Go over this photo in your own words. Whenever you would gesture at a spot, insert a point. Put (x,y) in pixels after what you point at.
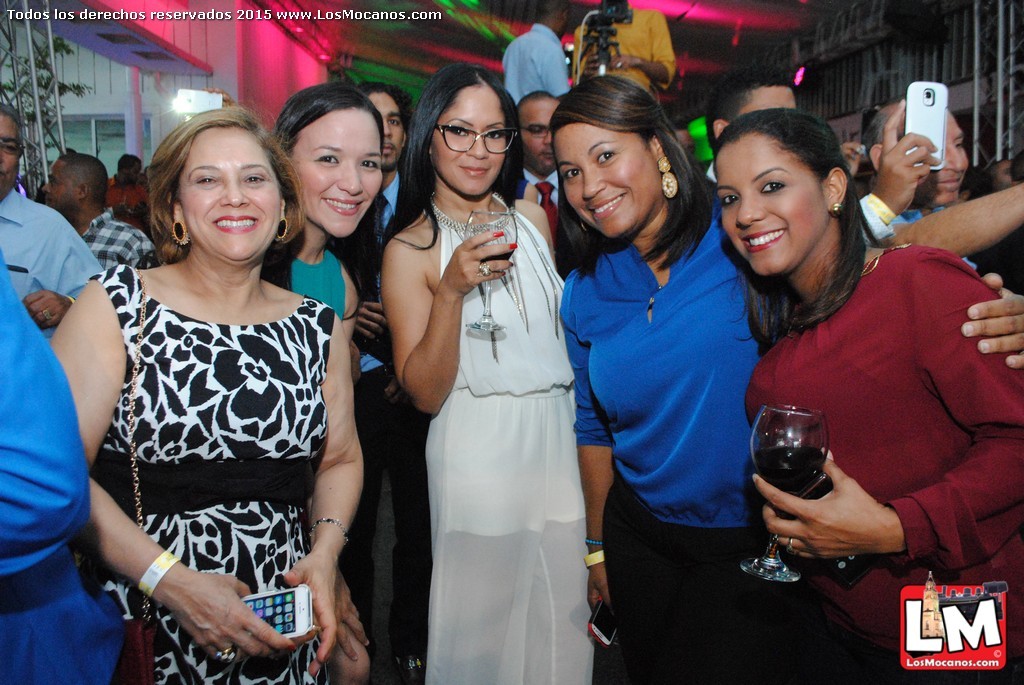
This Image is clicked in a function. There are so many people (616,210) in this image, five women (444,76) are standing near by and it is like they might be clicking a picture, the person (904,206) who is on the right side (889,154) is holding a phone (932,101) in his hand (882,177), the women (829,220) on the right side (930,468) with the brown shirt (932,426) is holding a glass (817,417) in her hand (802,544) and women (456,576) with white dress (432,453) is also holding a glass (516,225) and have specs (500,132) to her eyes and the woman (253,395) who is in the left side (235,615) is holding phone (299,618) and she is wearing bracelet (345,527). The man (661,44) on the top (625,60) is taking a video.
